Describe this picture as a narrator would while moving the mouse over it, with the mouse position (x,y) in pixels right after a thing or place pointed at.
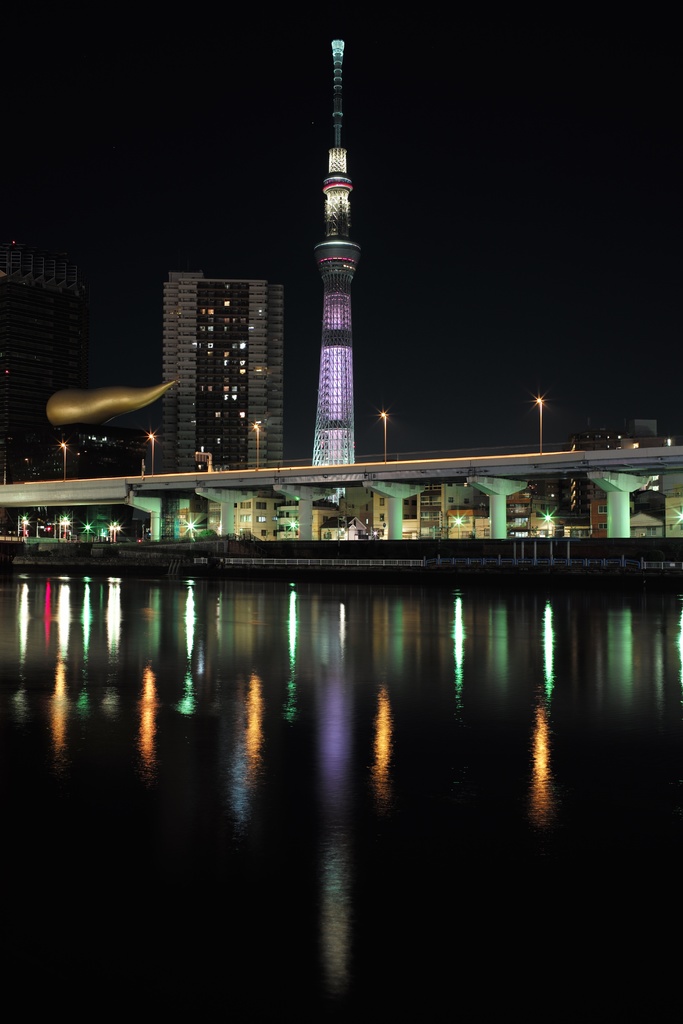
This image is taken during the night time. At the bottom (332,854) there is water (299,829). Beside the water (283,803) there is a bridge (332,479). In the background (334,285) there is a tower (344,330). Beside the tower (328,313) there is a tall building (178,348).
